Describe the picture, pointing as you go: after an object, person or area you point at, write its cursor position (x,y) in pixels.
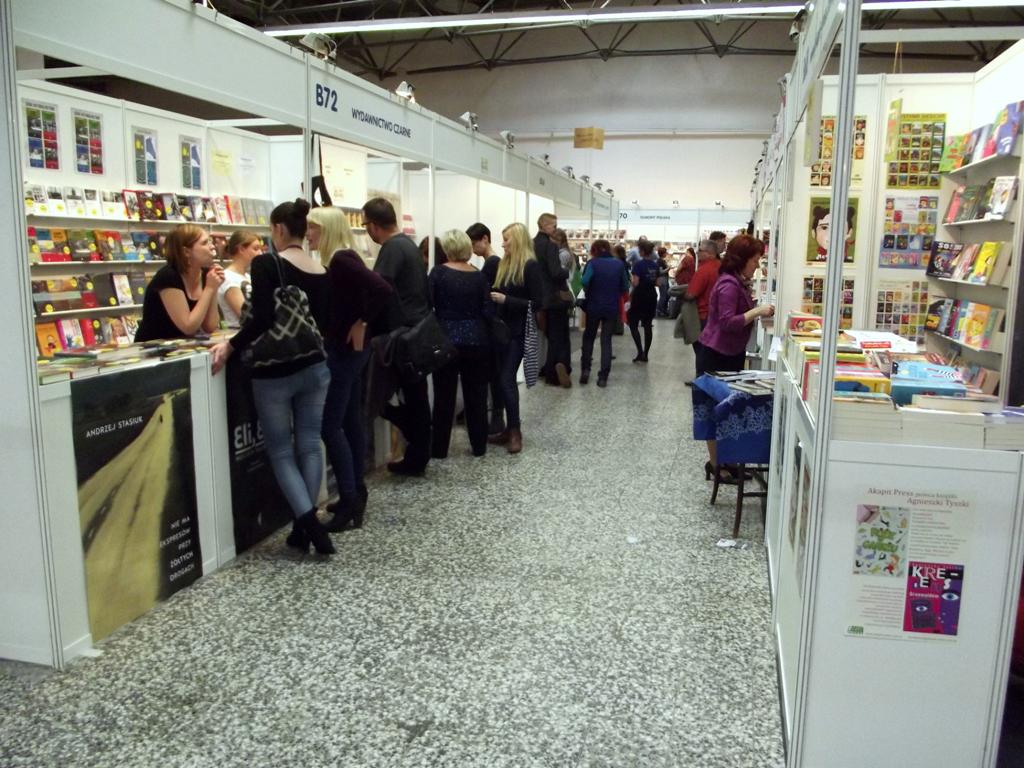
In this picture I can see some stalls (152,401) inside of the building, around we can see few people (303,416).
